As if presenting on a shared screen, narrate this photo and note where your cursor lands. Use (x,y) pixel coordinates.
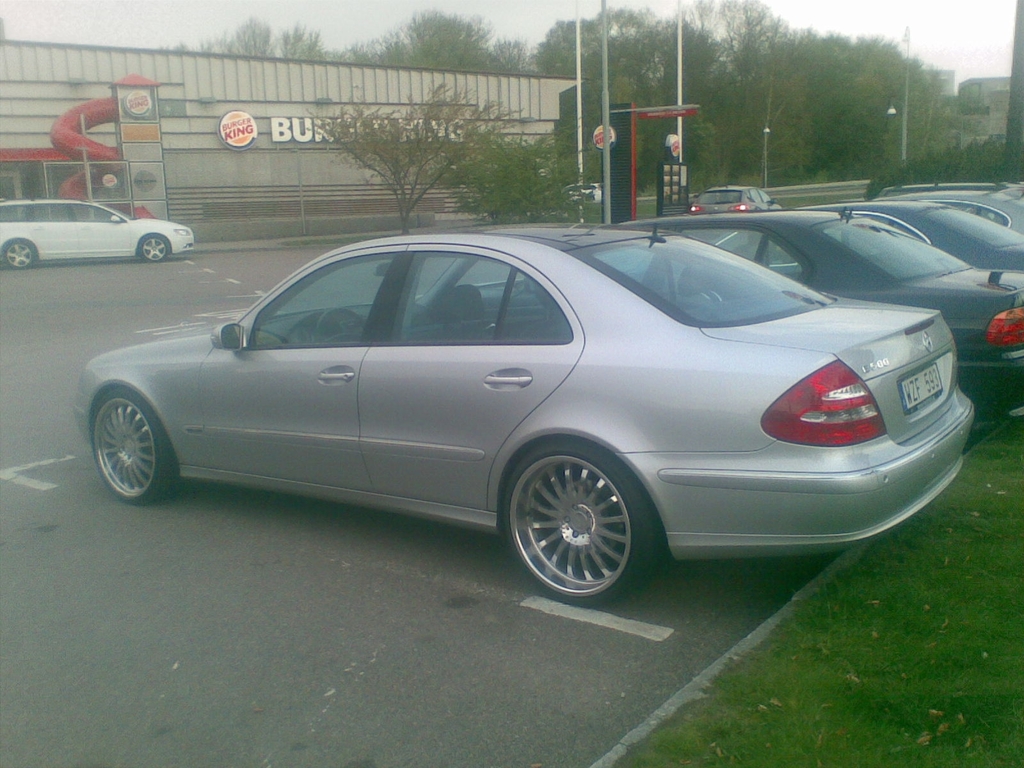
In this image we can see a building (169,191) which has some text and a logo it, in front of it there are fences (394,209), poles (607,185), trees (554,182), some objects (147,159) and a few cars (253,438) are parked, in the background (975,166) there are trees (760,152) and building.
